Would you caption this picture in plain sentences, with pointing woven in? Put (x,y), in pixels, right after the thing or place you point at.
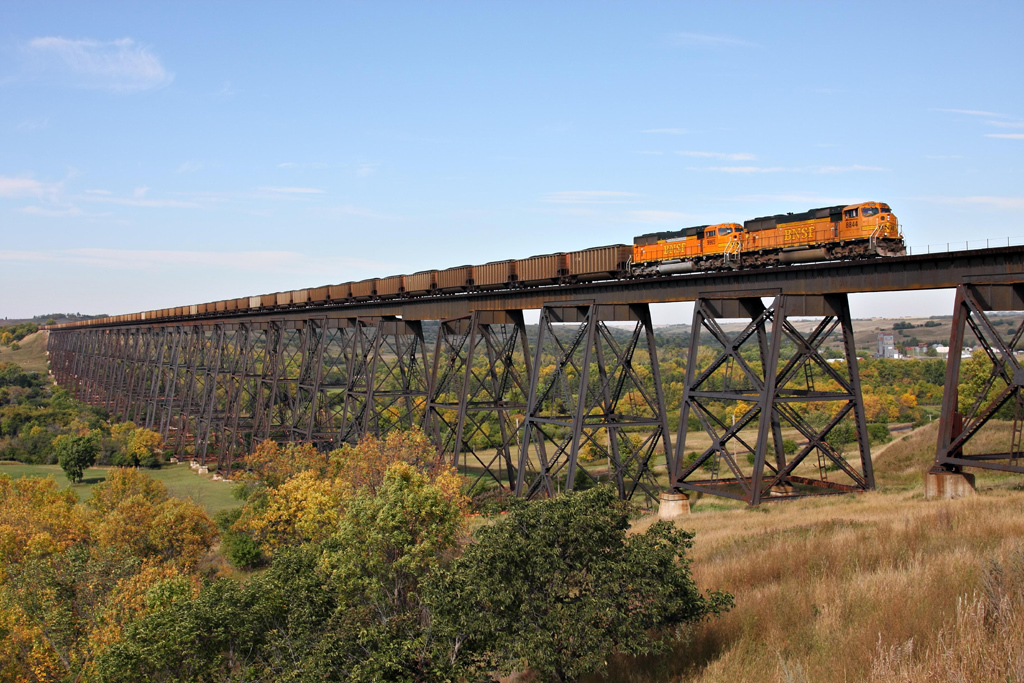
In this picture I can see the goods train (610,251). I can see the bridge (633,292). I can see trees (461,500). I can see clouds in the sky (556,145).
